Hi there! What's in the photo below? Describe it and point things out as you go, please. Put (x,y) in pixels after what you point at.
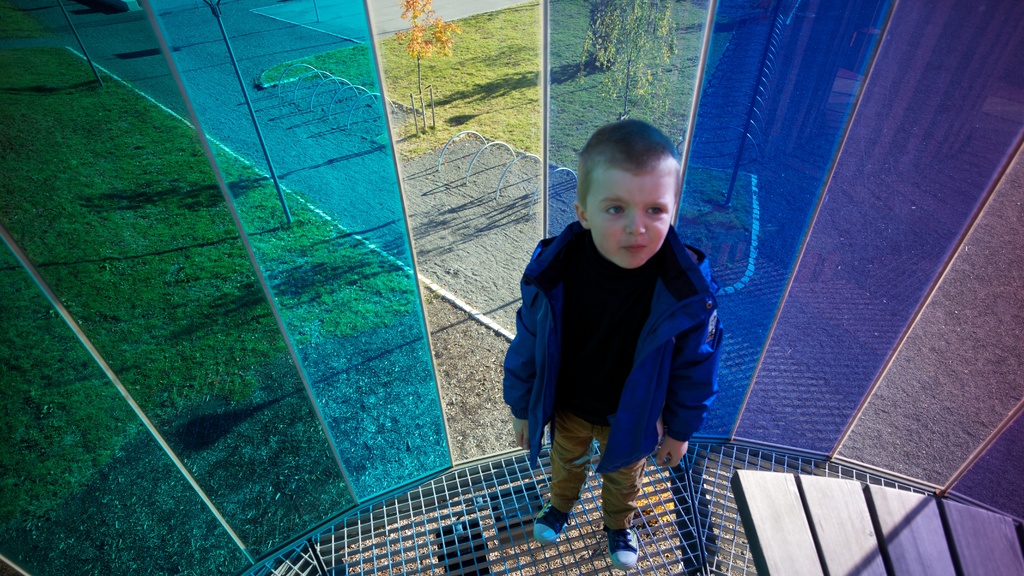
In this image I can see a boy (579,373) is standing, He is wearing a coat (655,427), trouser (620,473), shoes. In the middle (371,342) there are glasses (382,351). At the back side (437,41) there are trees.
